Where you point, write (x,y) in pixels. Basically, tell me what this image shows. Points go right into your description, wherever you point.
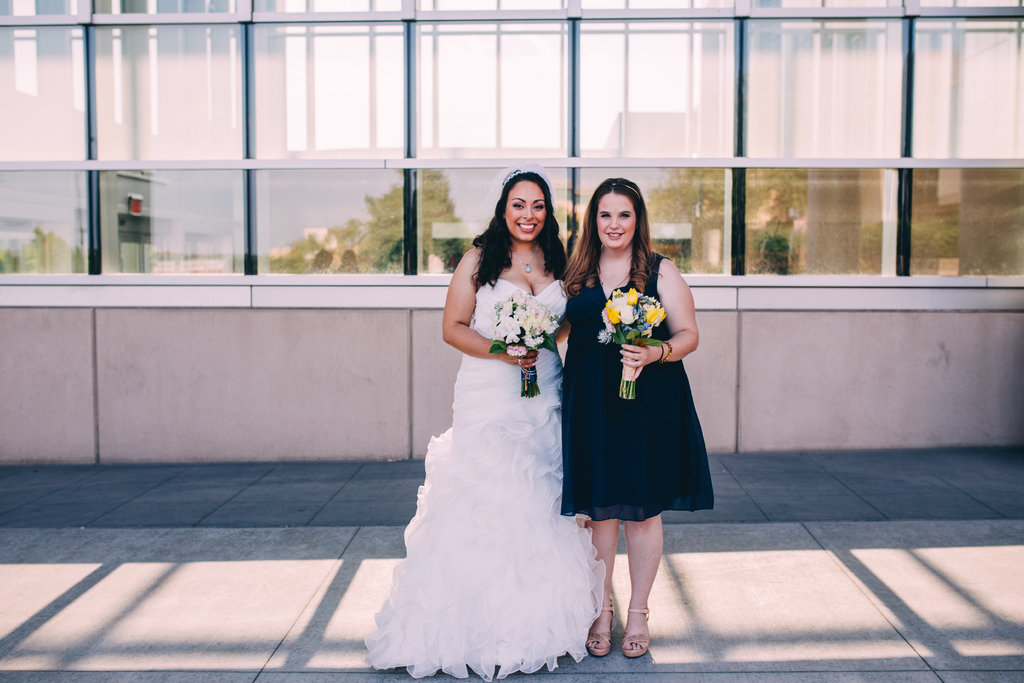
In this image there are two persons (556,387) standing by holding the bouquets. At the back side (347,354) there is a wall (256,328) with the glass windows (330,144) and we can see trees (448,188) and buildings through it.
